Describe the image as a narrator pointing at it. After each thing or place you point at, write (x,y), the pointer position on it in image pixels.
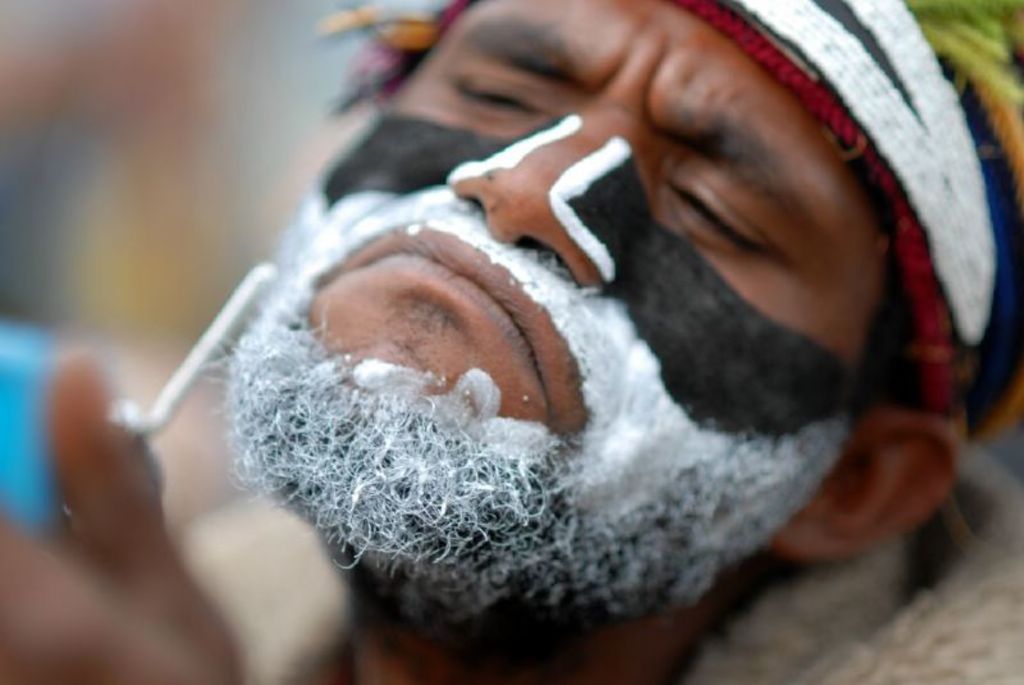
In the image there is a man (722,130) with black and white color painting (746,488) on him. And there is a blur image in the background (183,207).
